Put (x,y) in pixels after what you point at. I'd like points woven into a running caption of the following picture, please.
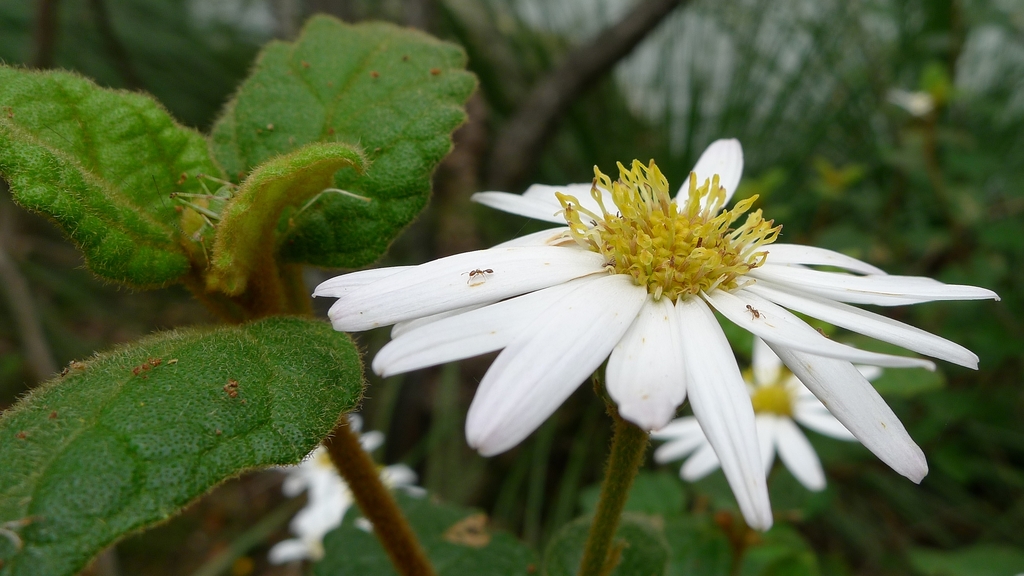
In this picture we can see white color flower (817,352) on the plant (371,506). On the left (130,135) we can see green leaves (170,247).
